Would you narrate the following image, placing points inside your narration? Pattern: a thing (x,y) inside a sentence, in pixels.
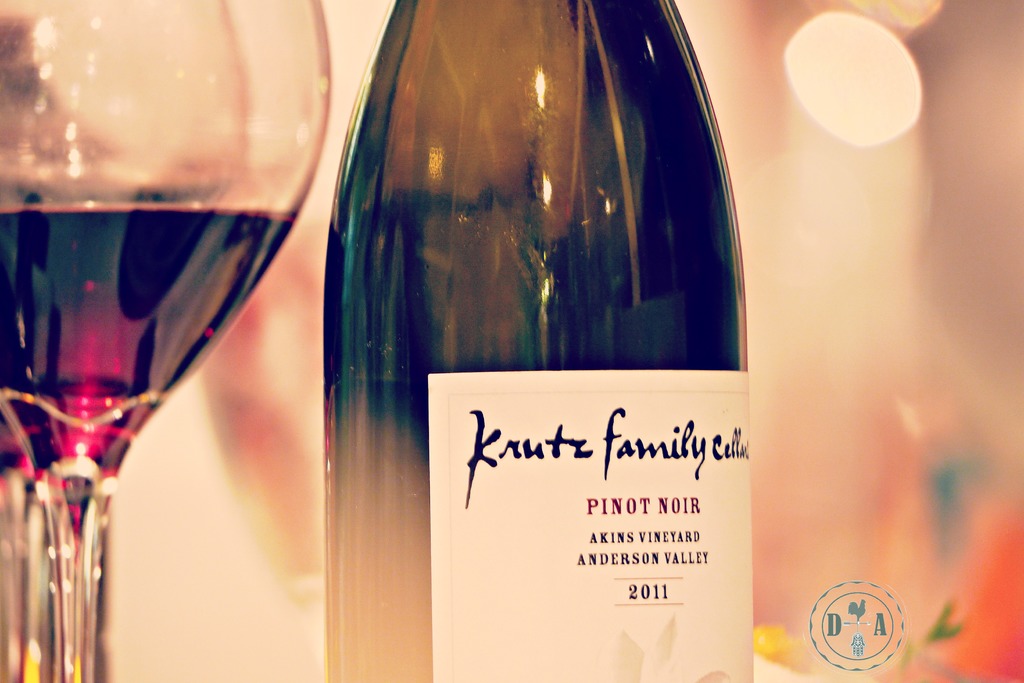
In this image I can see a wine bottle (572,196) and glass of drink (99,371). Background (856,112) is colorful.
